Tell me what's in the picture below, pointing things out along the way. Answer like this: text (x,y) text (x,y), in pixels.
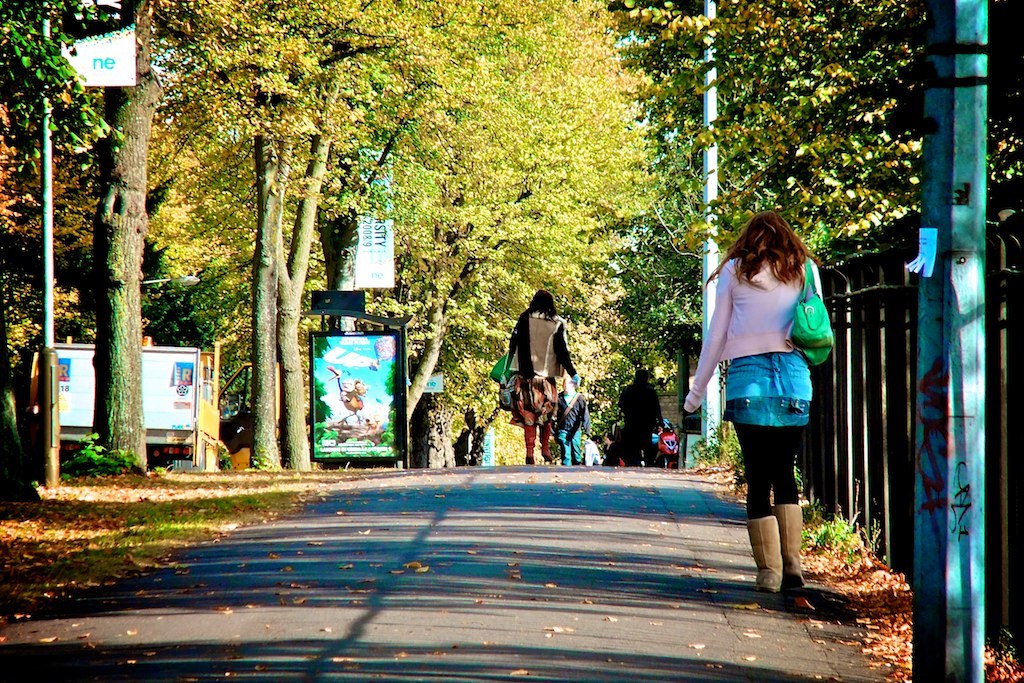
In this image there is a road (503,519). There are the trees (603,318) on both sides. There is a fence (878,379) on the right side (868,345). There are some boards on the left side (338,427). There is grass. There are street lights (955,443). There are people (669,419) walking on the roads (360,519).
